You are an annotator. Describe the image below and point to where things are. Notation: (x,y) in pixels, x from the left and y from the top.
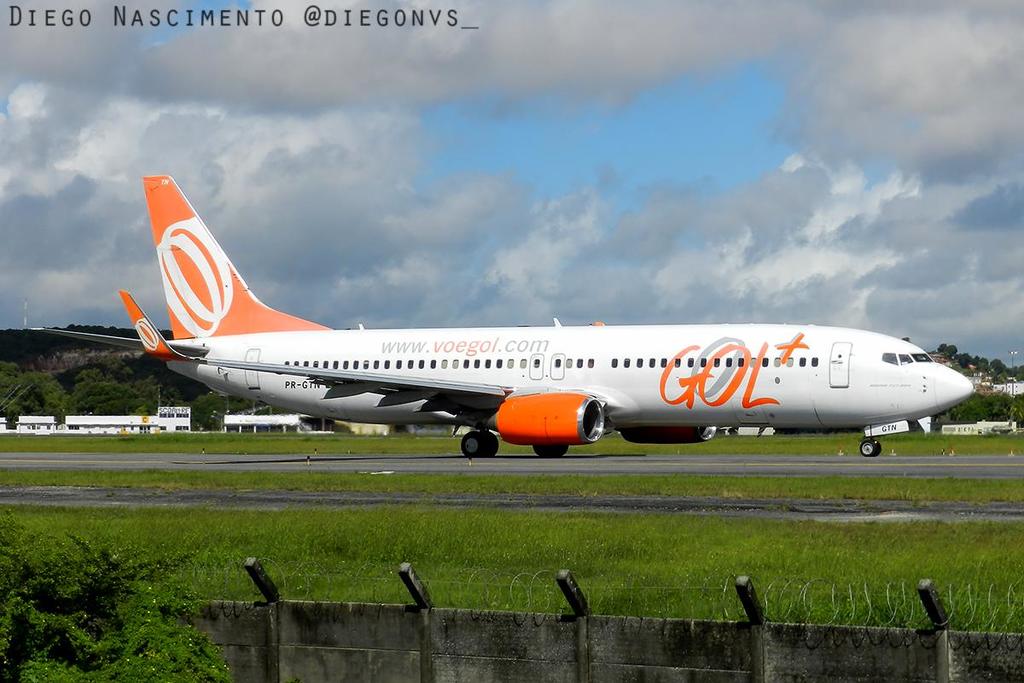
This picture is clicked outside. In the center (446,402) we can see an airplane (563,420) and we can see the green grass (219,540), plants (75,617), buildings (230,429) and some other objects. In the background (486,279) we can see the sky (537,138) which is full of clouds (616,248) and we can see the trees (61,375) and in the top left corner (193,22) we can see the text (299,24) on the image.
